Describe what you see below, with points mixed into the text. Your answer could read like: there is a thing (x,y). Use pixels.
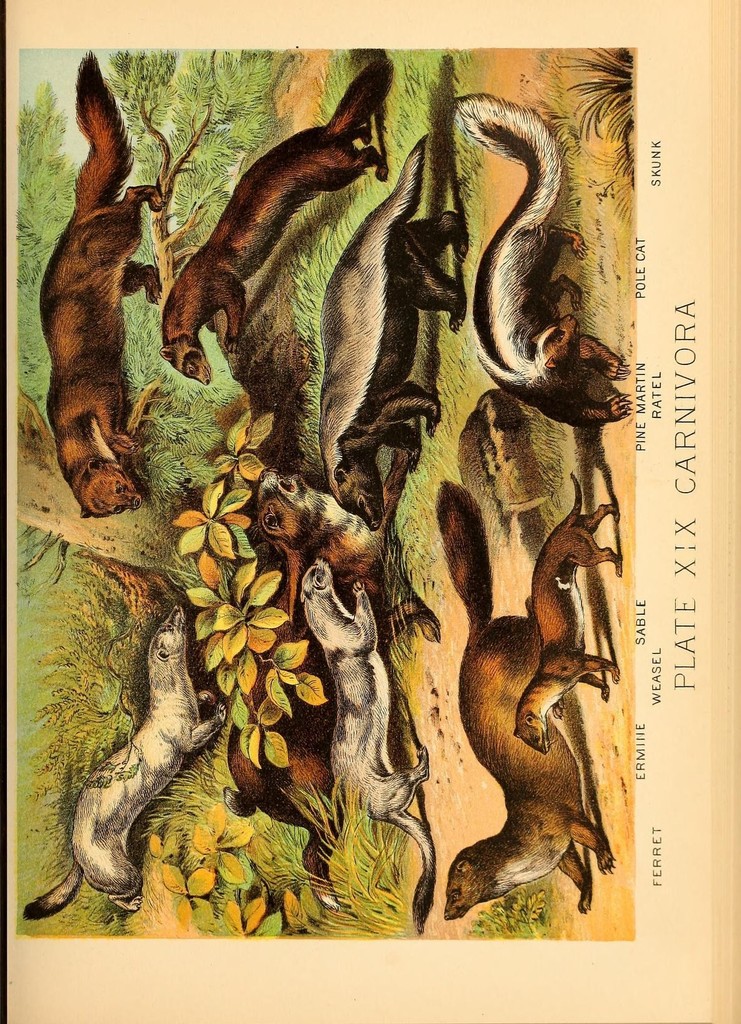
In this image we can see the picture of a group of animals (418,618) on the ground (446,737). We can also see some plants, the sky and some text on this picture.
